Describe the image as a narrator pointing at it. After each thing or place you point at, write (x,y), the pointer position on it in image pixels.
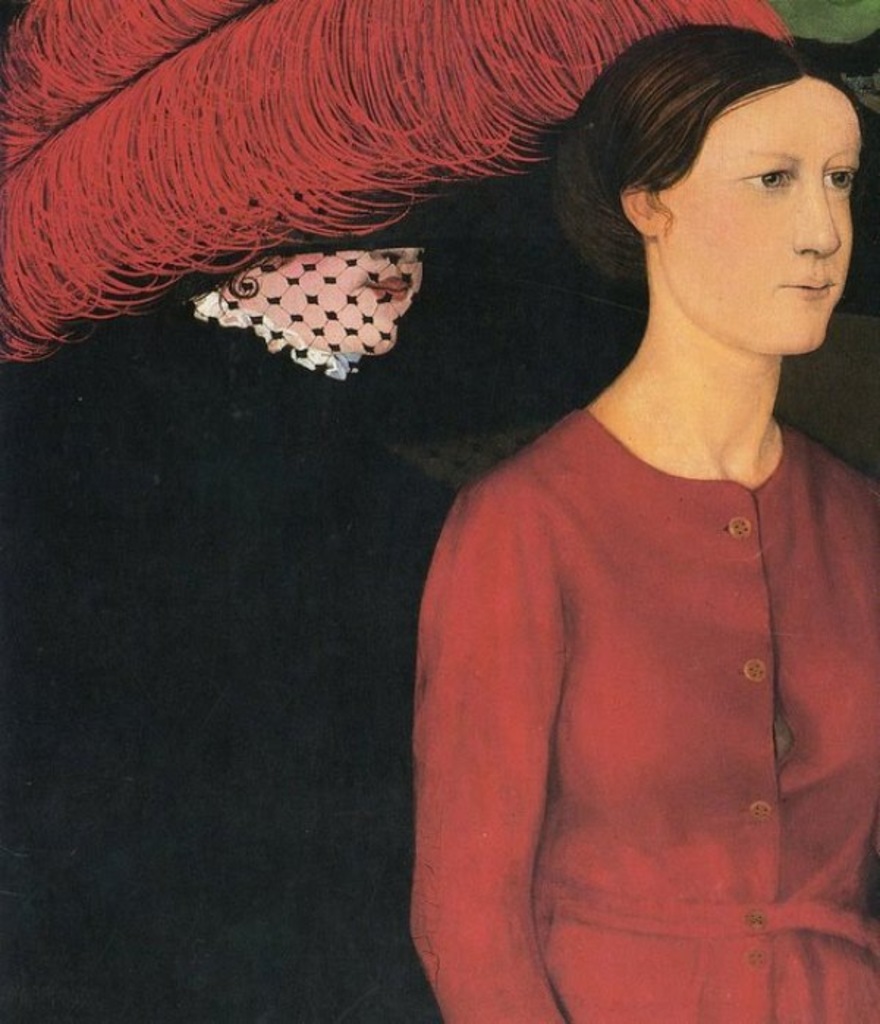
In this image, we can see a painting (826,509) of a woman (819,444).
